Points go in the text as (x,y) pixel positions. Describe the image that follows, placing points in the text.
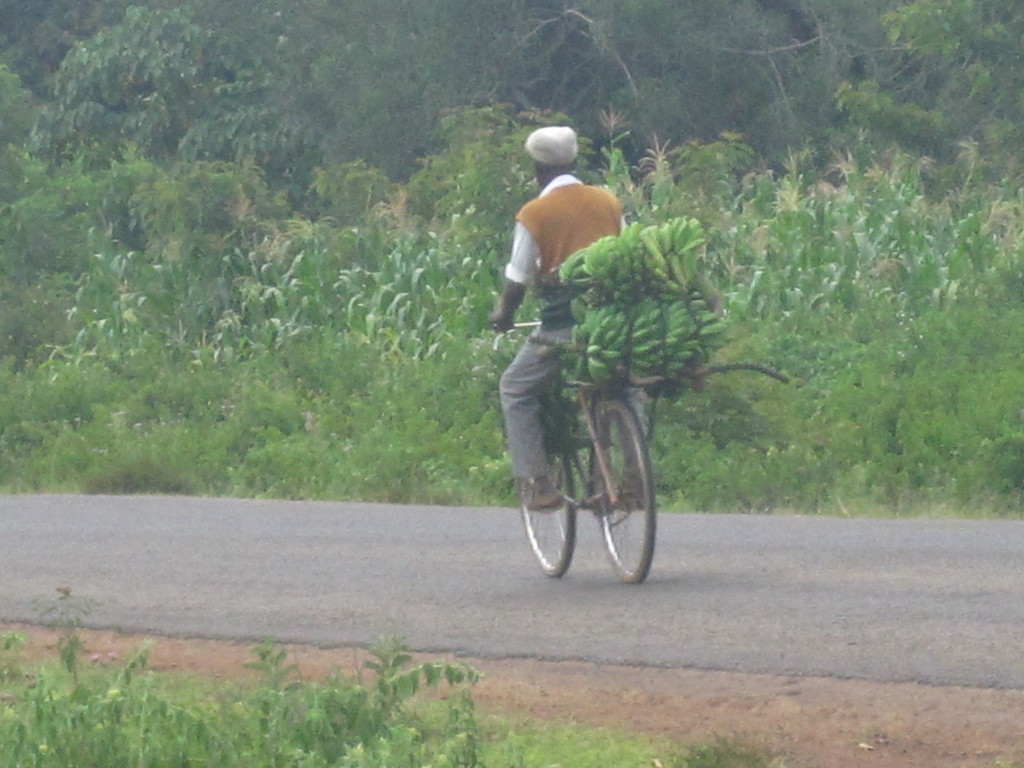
Here we can see a person (591,229) riding a bicycle (579,396) on road (578,551) and behind him we can see bananas (653,301) placed on the bicycle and we can see trees (235,57) and plants (492,156) present.
